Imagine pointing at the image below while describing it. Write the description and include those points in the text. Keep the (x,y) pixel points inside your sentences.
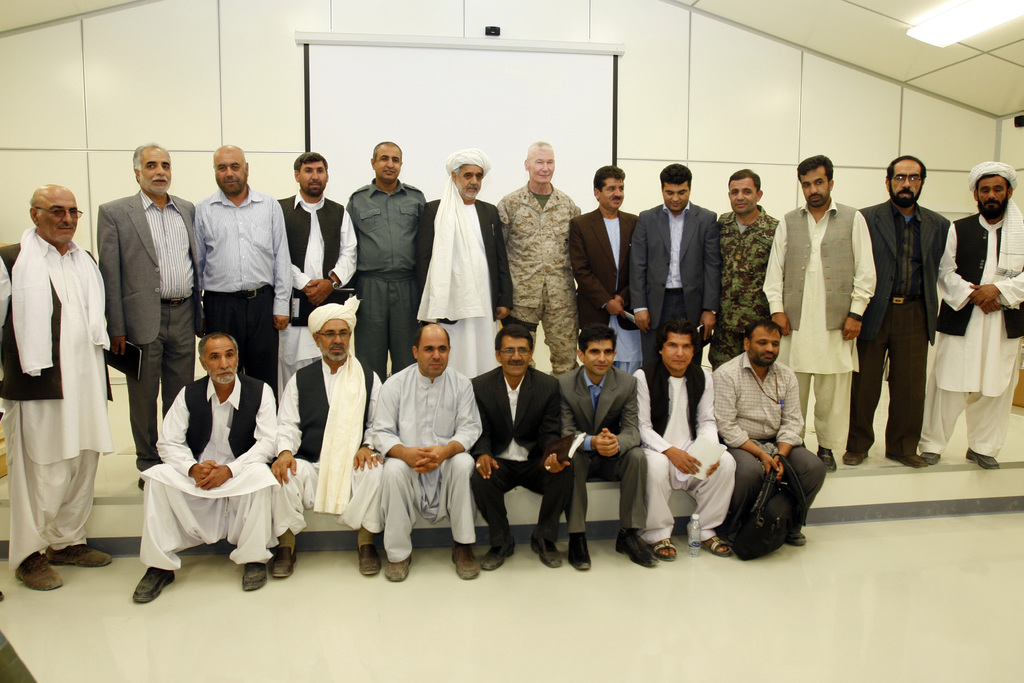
In the image there are many men (214,291) standing and sitting in front of the white wall (240,89) with a board (414,80) in the middle of it and there are lights (921,26) on the ceiling (901,28).
